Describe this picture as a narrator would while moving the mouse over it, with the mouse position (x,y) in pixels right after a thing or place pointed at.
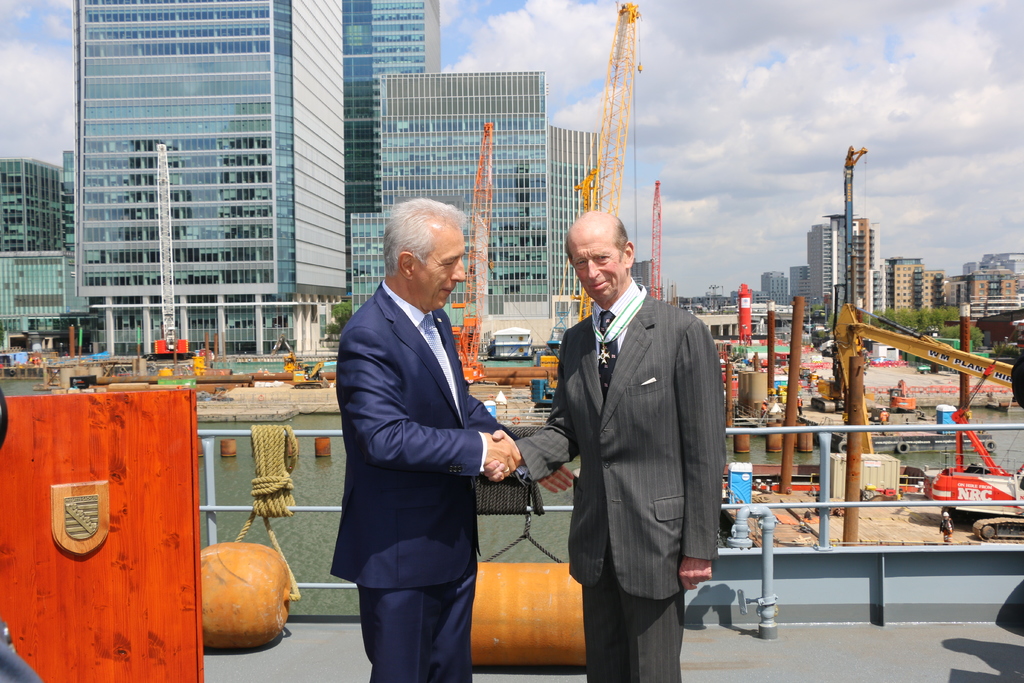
In this picture we can see two men (420,509) standing in the front (394,284), wearing blue and grey suits (605,446) and shaking the hands (503,438). Behind there is a glass building (224,226) and on top (812,90) we can see sky (684,89) and clouds (684,89).
